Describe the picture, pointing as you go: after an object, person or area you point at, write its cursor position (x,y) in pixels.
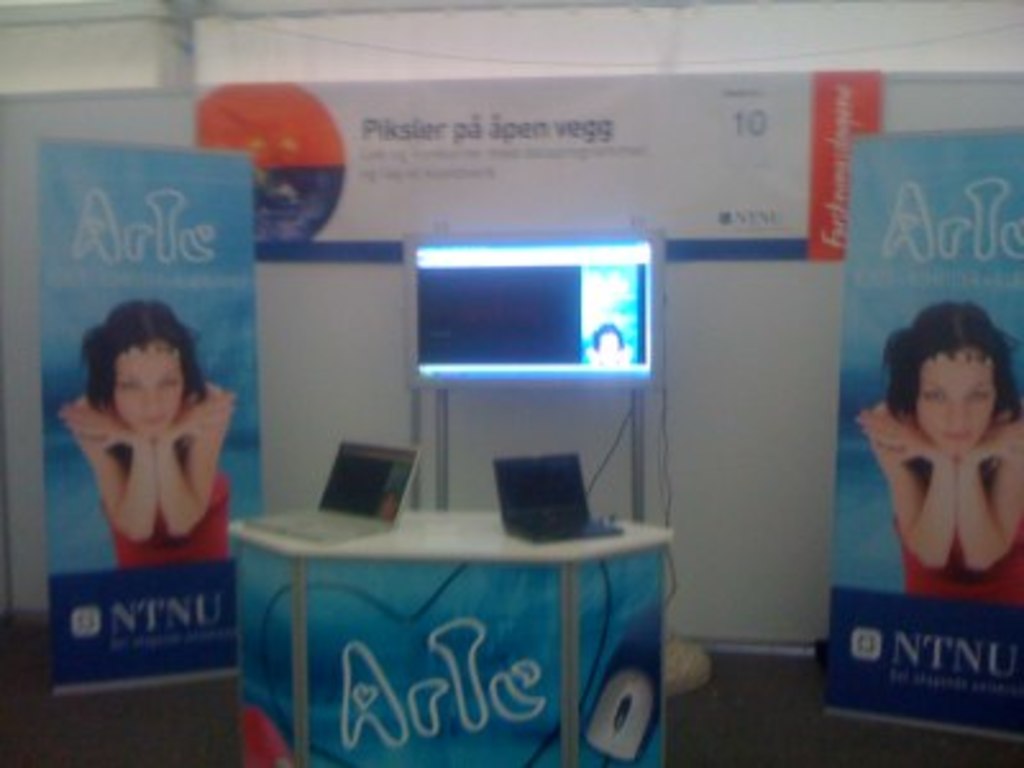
In the foreground of this image (199,361), there are two banners (891,276), a screen (566,286), wall (673,289) and two laptops (520,519) on a table (434,575).
